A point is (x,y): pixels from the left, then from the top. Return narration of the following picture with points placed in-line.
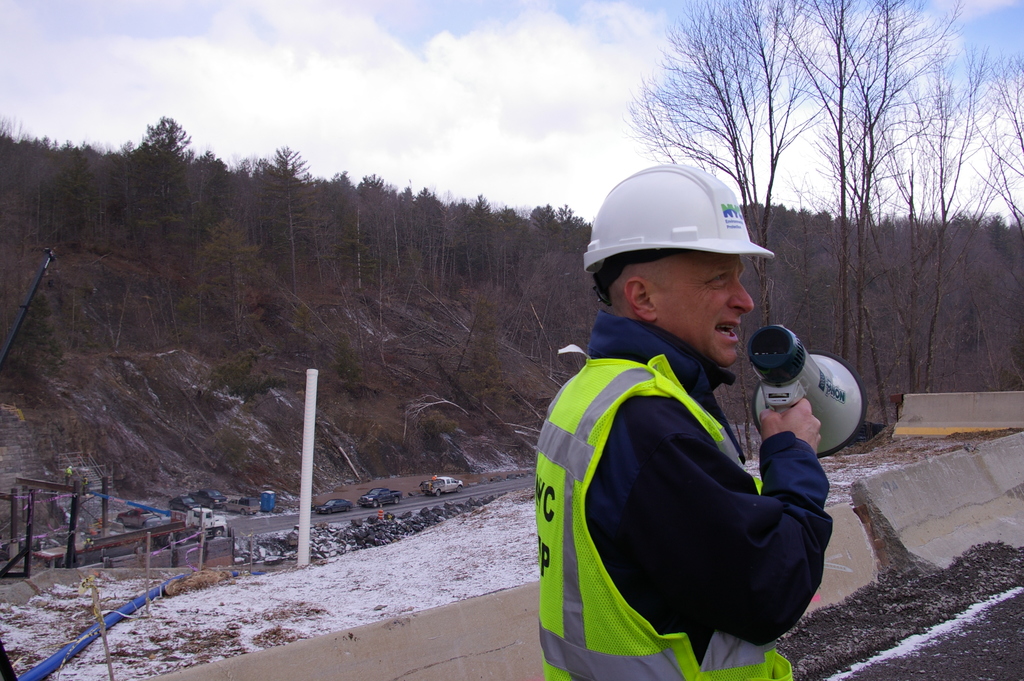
In this image I can see a person (787,512) wearing green color jacket (638,376) and white color helmet (710,202) and holding a mike (791,337) and his mouth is open visible at the bottom (767,482), at the top (351,133) I can see the sky (562,153) and in the middle (467,232) I can see trees (805,235) and the road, on the road (456,497) I can see vehicles (218,529) and poles (312,436).
